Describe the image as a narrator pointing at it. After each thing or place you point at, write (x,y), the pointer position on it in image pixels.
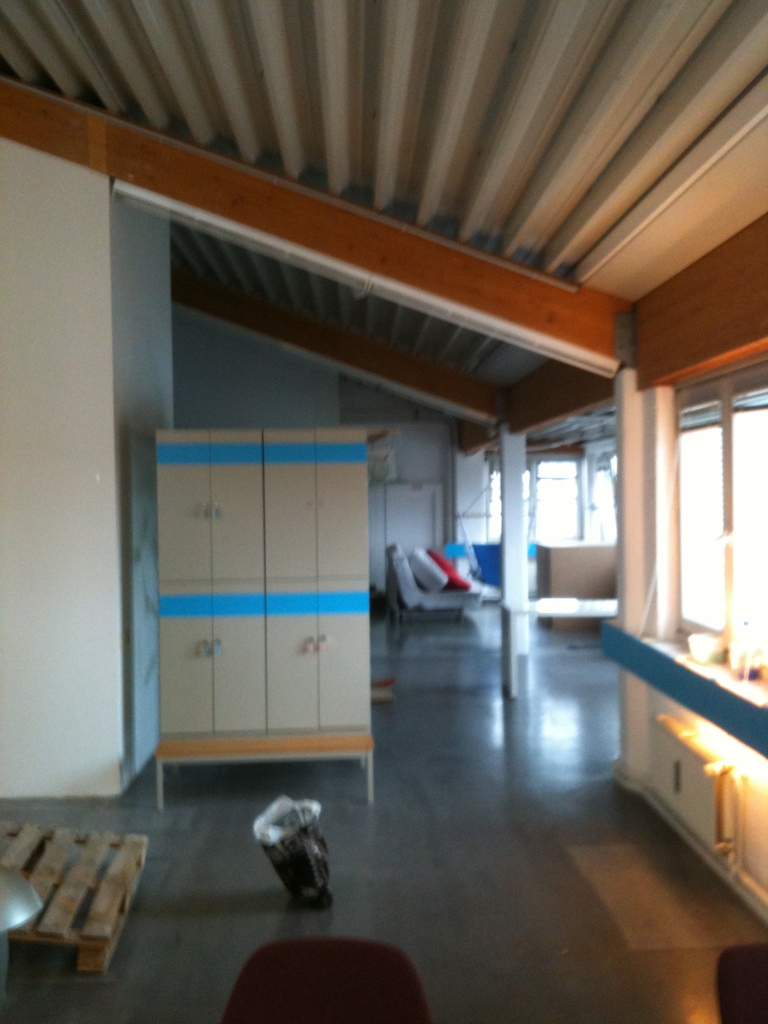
In this image I can see on the left side (117,854) there is the wooden frame (107,907). In the middle (257,675) it looks like a cupboard (267,614). On the right side (691,465) there are windows (719,499) and lights (725,745), at the top (364,89) it is the roof (364,115).
